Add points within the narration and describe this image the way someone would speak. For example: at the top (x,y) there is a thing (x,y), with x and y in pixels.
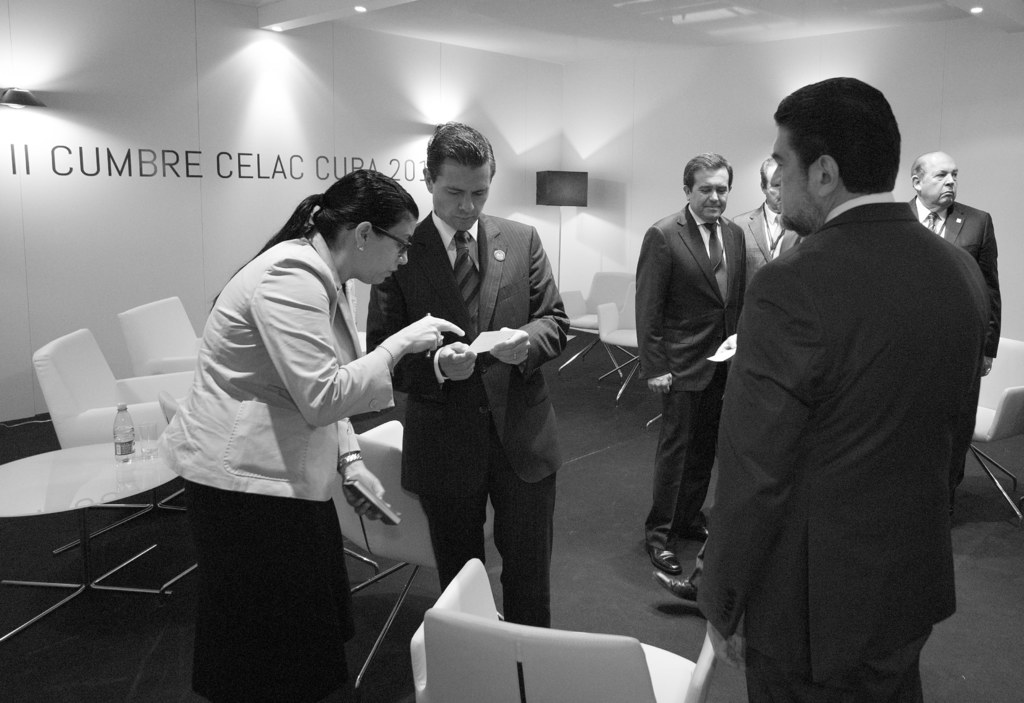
There are few persons (494,311) wearing suits (708,371) are standing and there are few chairs (479,662) beside them and there is something written on the wall (217,157) in the background (245,158).
